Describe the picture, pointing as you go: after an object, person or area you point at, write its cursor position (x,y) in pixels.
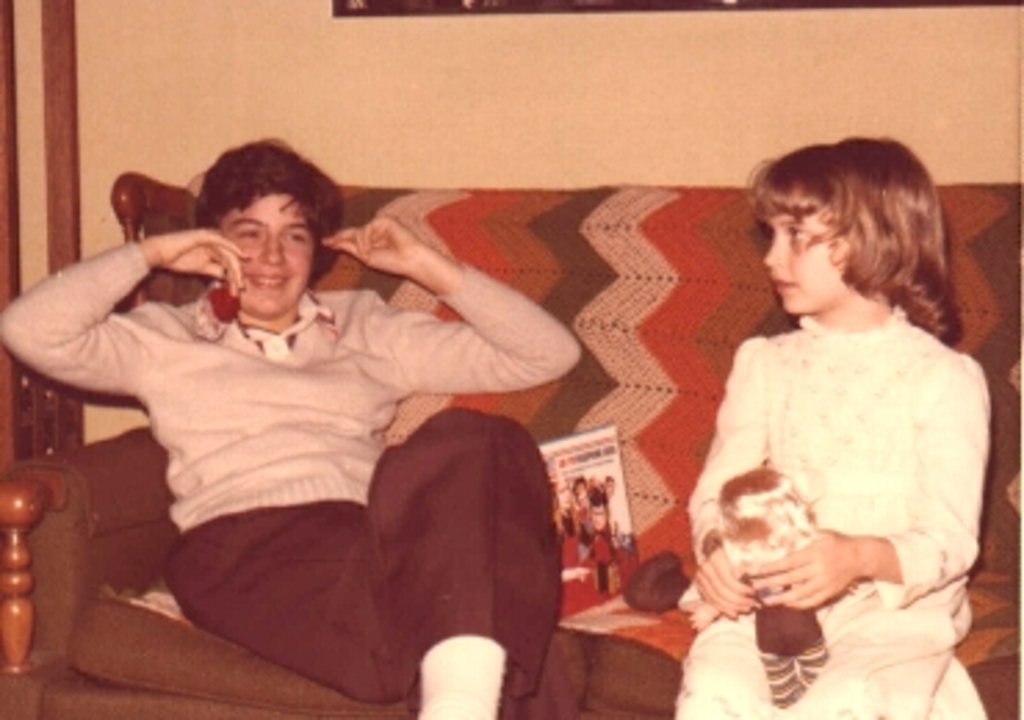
In this image we can see two people (352,377) sitting on the sofa (72,527), among them one person (314,428) is holding an object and another person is holding an object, there are some other objects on the sofa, in the background (523,163) we can see a wall (470,136).
